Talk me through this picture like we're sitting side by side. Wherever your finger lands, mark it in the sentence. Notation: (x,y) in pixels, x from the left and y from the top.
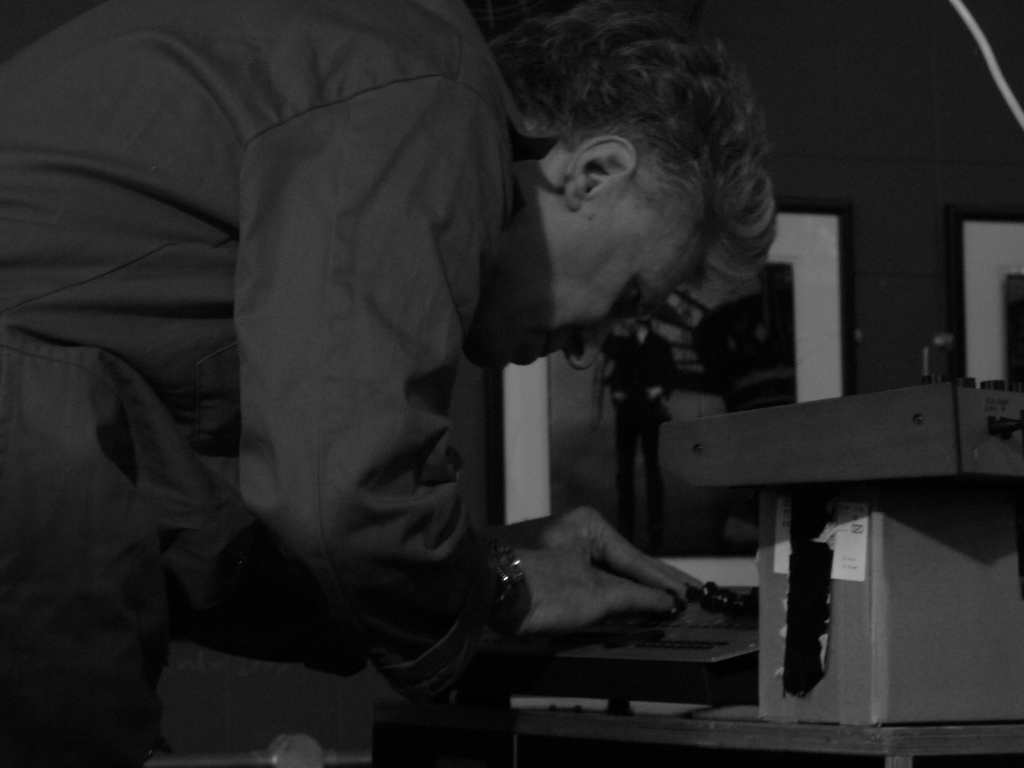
In this picture we can see a person (309,244) standing and seems to be working. On the right (1011,407) we can see some devices (802,427) placed on the top of the table (750,723) and we can see the picture frame (795,295) and some other items (890,536).
